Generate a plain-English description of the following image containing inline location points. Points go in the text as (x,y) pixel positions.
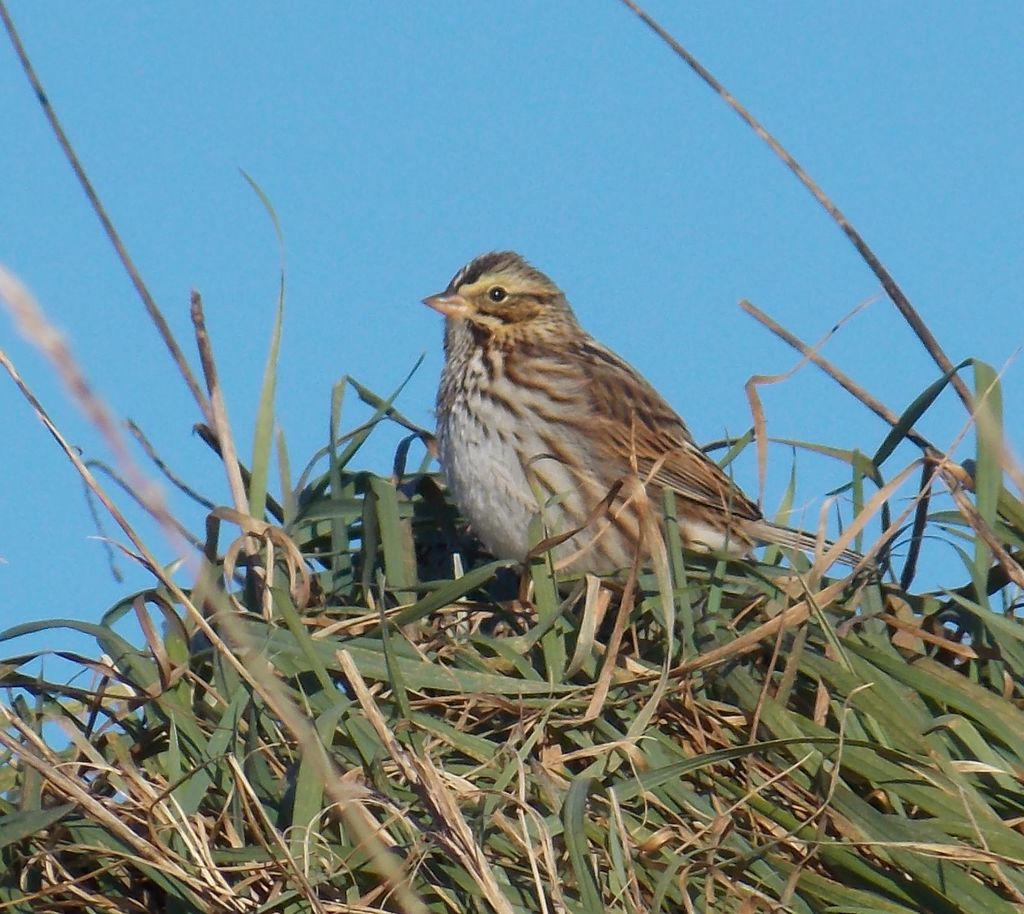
In this image we can see a bird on the grass (463,592). In the background (463,60), we can see the blue color sky (837,129).
